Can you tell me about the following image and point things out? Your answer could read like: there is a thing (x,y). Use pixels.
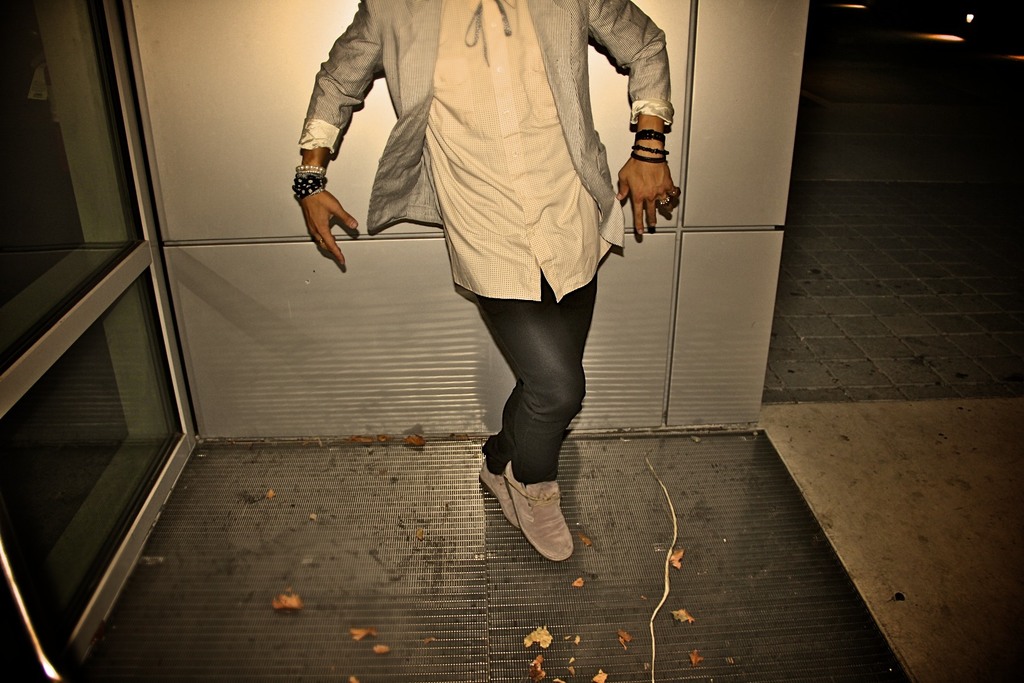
In this image I can see a person (545,212) standing. There is a glass wall (66,388) on the left (21,488) and a light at the back (948,39).
